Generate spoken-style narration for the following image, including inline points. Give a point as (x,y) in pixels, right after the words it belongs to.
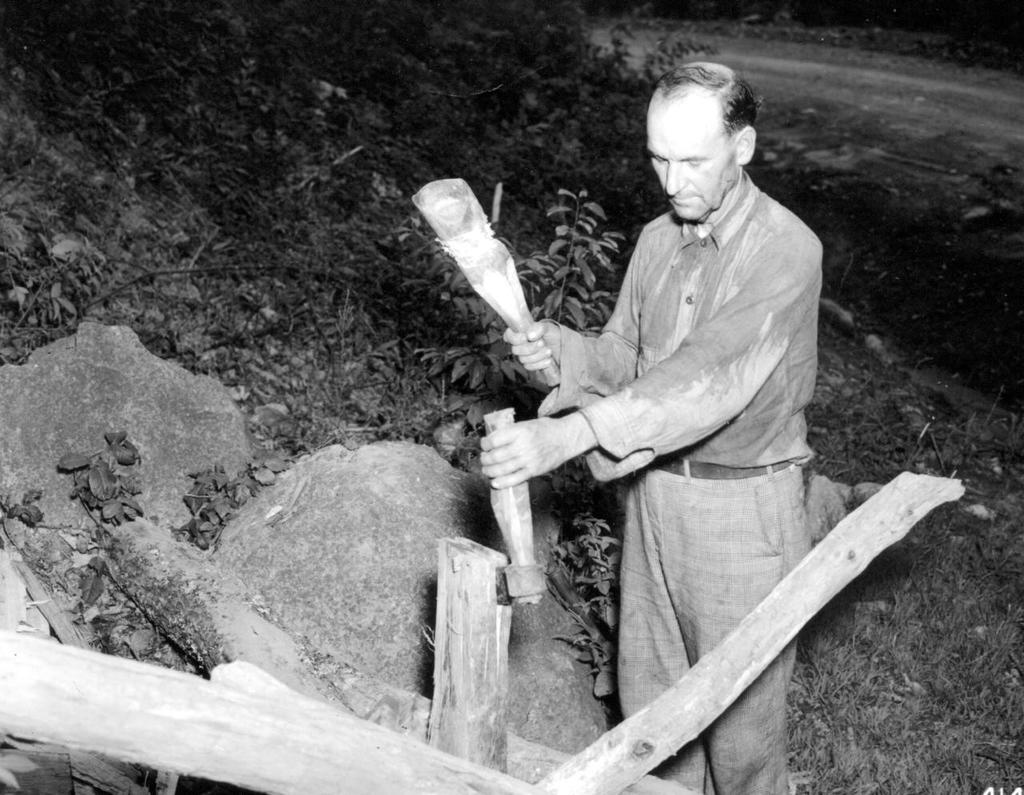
This is a black and white picture, in this image we can see a person (659,420) standing and holding the objects (493,424), there are some plants (557,278), wood (836,566), rocks (195,467) and grass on the ground (1005,270).
